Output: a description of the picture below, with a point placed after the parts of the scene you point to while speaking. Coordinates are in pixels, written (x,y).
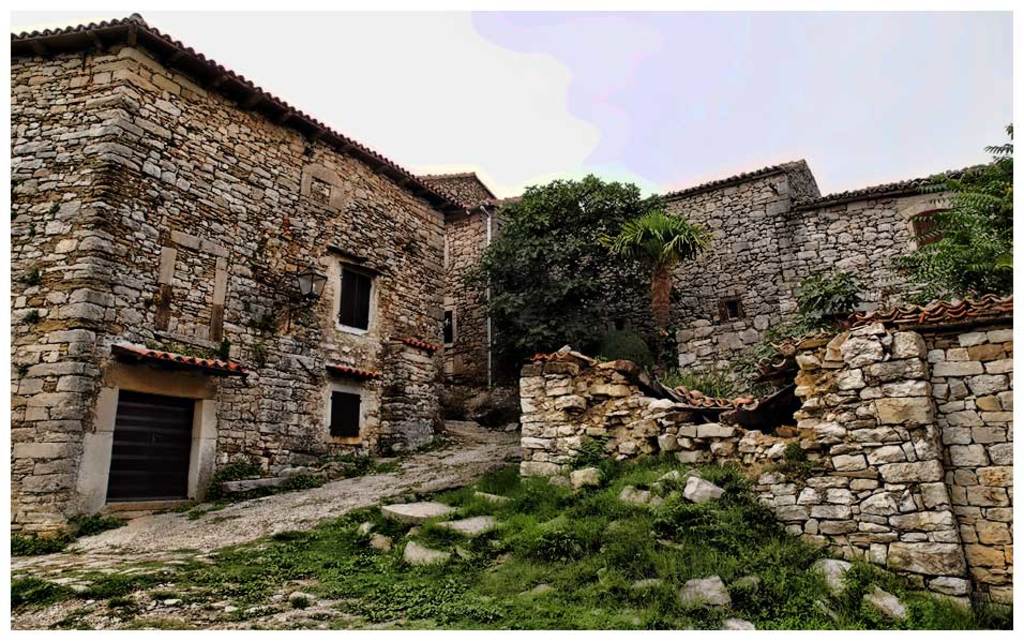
In this picture I can see buildings (59,63), there are trees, and in the background (570,91) there is the sky (571,79).
